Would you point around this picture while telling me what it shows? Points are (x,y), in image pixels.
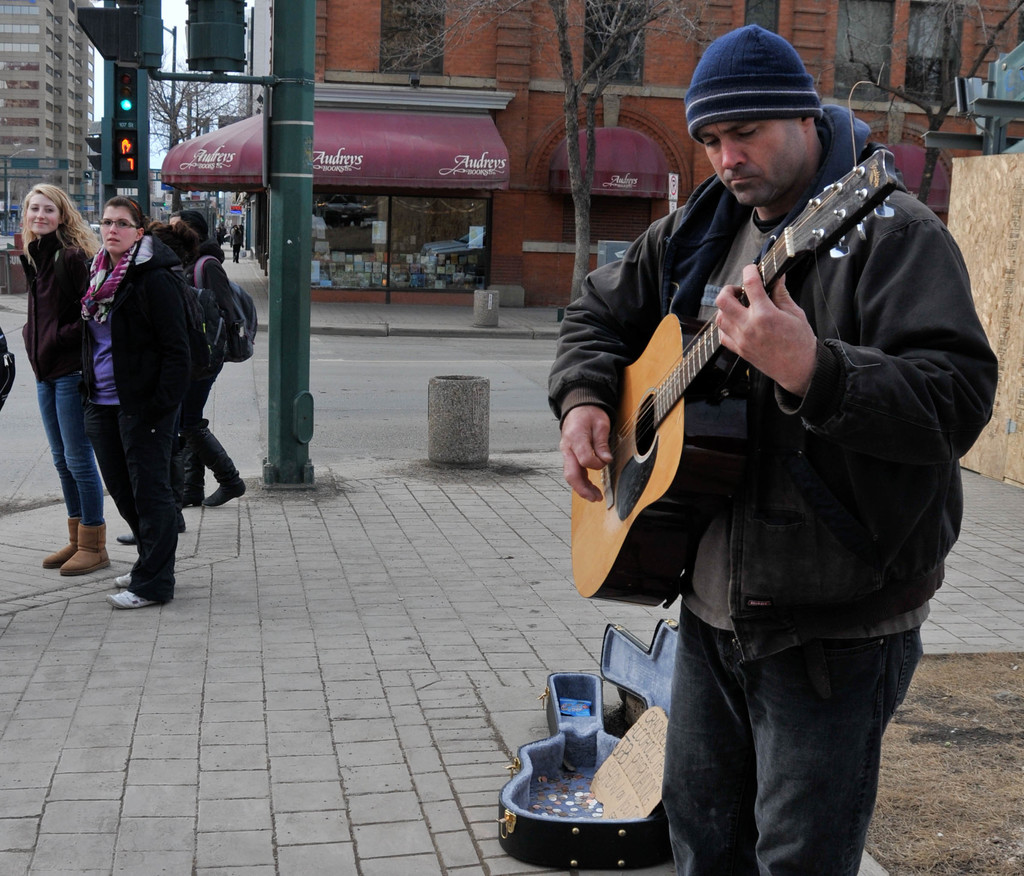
This image is taken in outdoors. There are few people (161,311) standing on the sidewalk (371,605) in this image. In the right side of the image (853,243) a man (653,271) is standing, holding a guitar (705,347) in his hands (585,455) and playing the music, beside him there is a guitar box (572,845) with few coins (554,798) in it. In the left side of the image (200,211) few people (140,598) are standing. In the middle of the image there is a pole (284,176) with signal lights (209,66). In the background (396,9) there are two buildings (357,128) with windows (758,13) and there are few trees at the background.
